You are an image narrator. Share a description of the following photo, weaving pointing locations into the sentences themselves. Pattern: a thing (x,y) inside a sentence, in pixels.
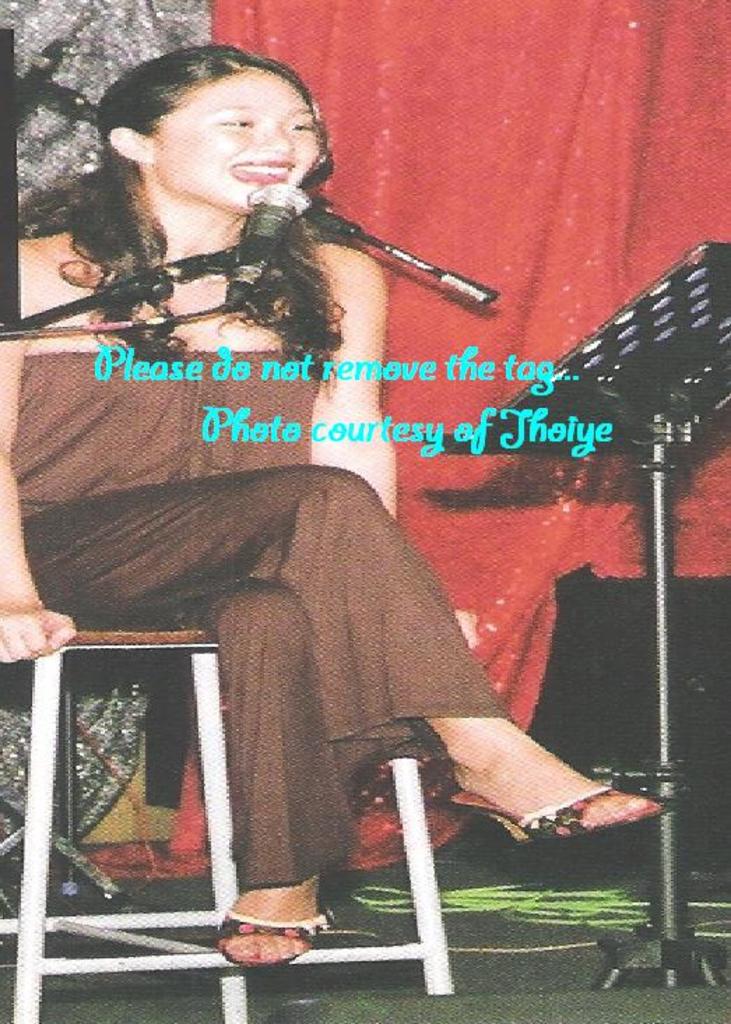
In this image there is one woman (273,485) who is sitting on stool (211,659) it seems that she is singing, in front of her there is a mike (269,193). And on the right side (663,590) there is a board (677,333) and pole (665,466), and in the background (649,249) there are curtains (409,531). At the bottom (50,1012) there are some wires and floor (590,957).
